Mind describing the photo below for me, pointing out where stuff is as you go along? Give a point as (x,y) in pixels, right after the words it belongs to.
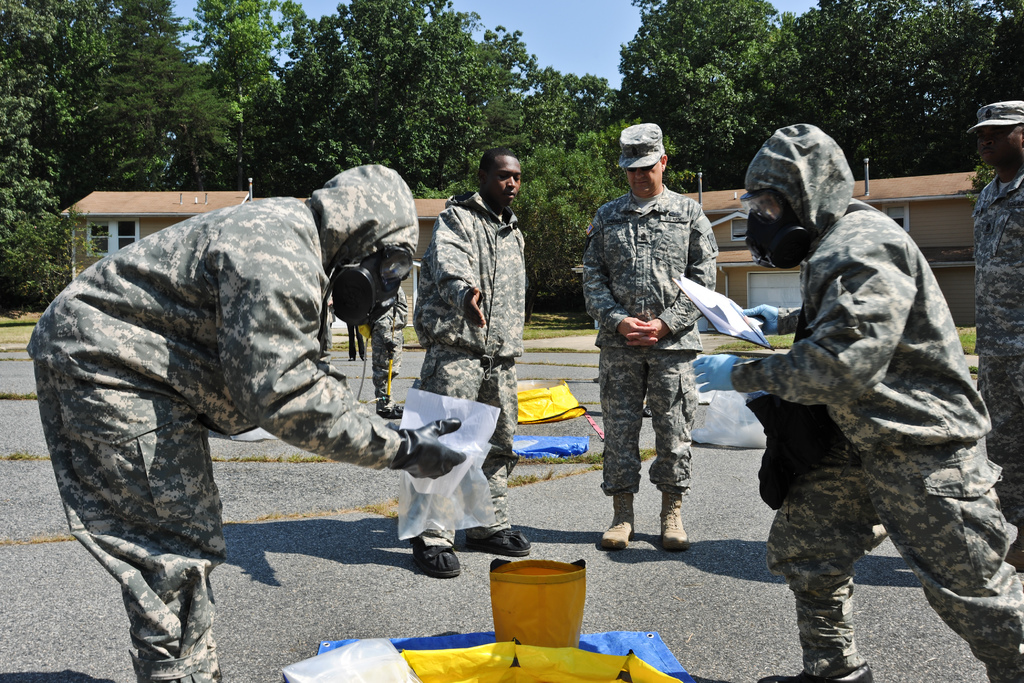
In this image, there are a few people (860,262). Among them, some people (929,433) are holding some objects (817,442). We can see the ground (634,540) with some objects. We can also see some grass (529,327). There are a few houses (207,205), trees (952,115) and the sky (551,36).
